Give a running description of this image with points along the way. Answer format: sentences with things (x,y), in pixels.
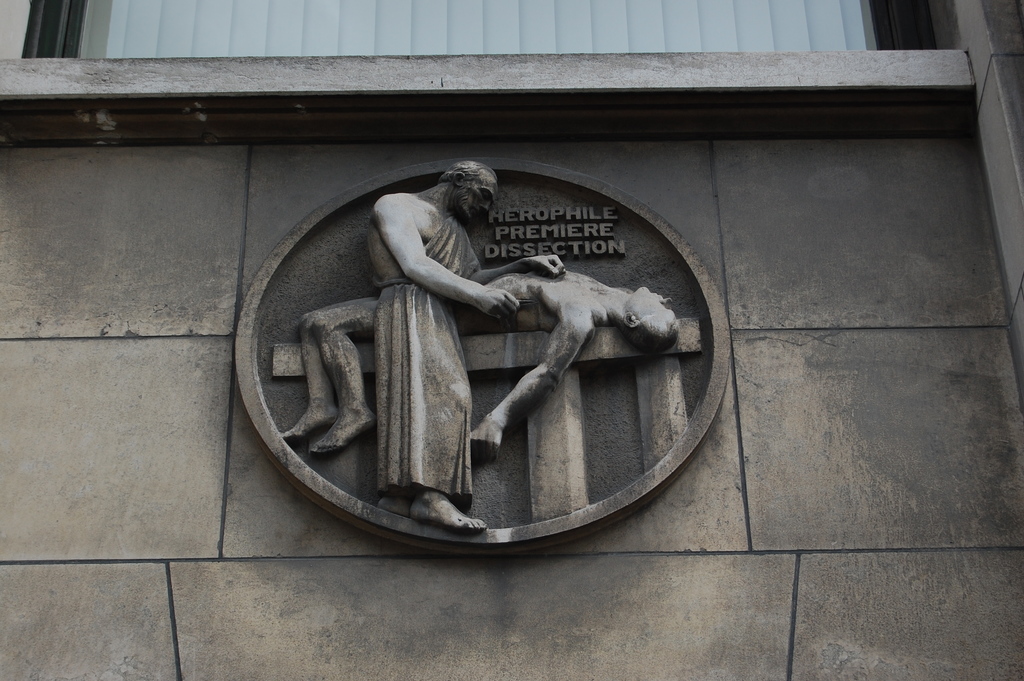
In the center of the image (675,392) there is a building (632,79), wall (653,153), white color object (568,33), sculptures (417,435) and a few other objects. And we can see some text (510,246) on the wall (792,214).
